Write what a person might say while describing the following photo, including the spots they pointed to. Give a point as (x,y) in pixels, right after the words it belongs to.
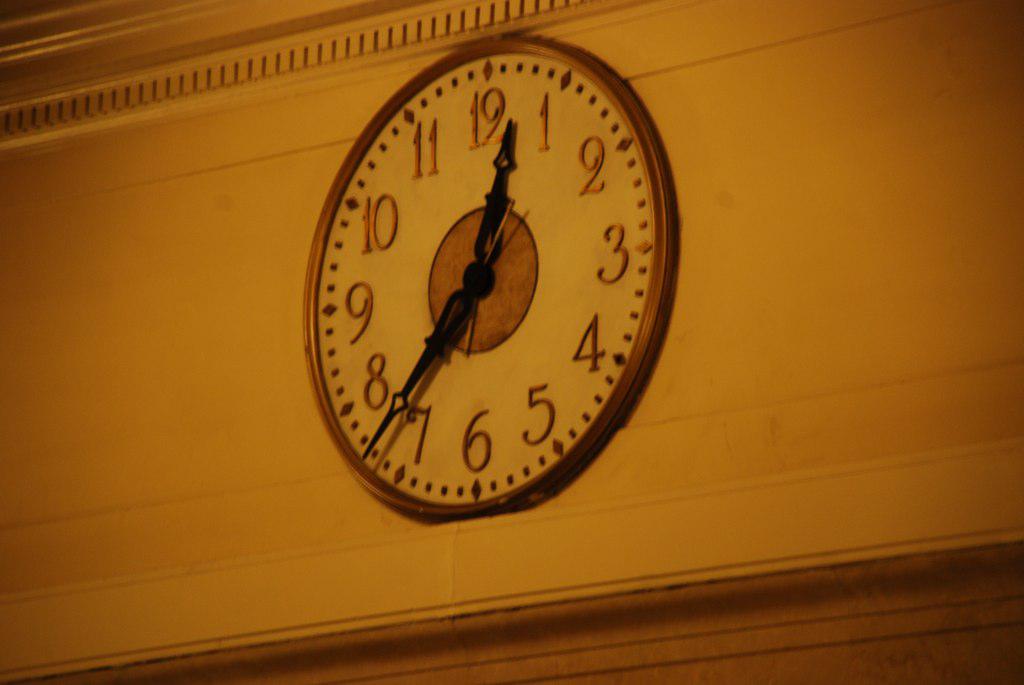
In this image we can see a clock (479,281) on the wall (807,407). There is a wall (718,394) in the image.
